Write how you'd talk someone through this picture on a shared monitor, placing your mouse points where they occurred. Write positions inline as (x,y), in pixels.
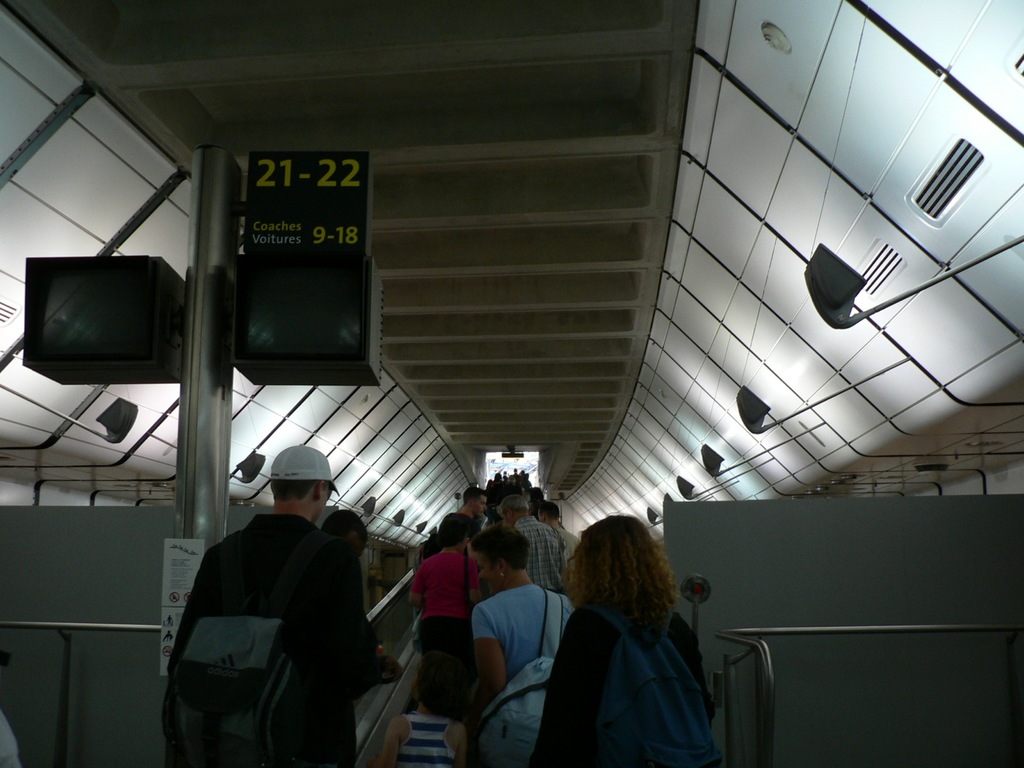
In this image I can see a group of people (452,590) are moving through an escalator (401,582). On the left side (298,207) there is a board (277,247).
